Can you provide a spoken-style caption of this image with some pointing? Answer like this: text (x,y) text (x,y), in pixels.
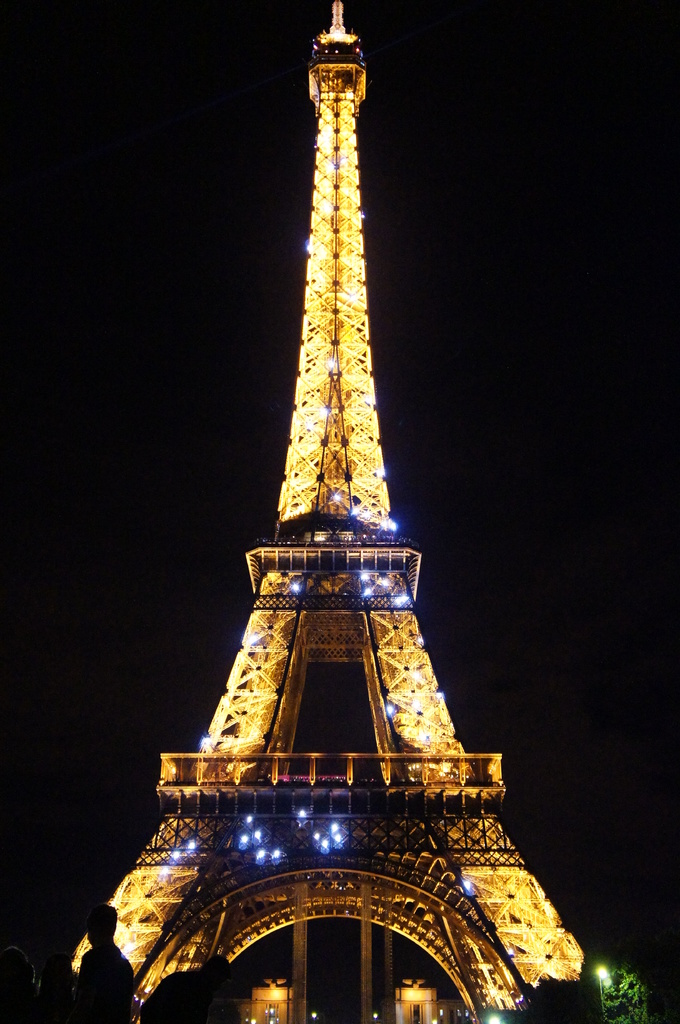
In this image, we can see a tower (290,592), there are some lights (471,884) on the tower (288,651), on the left side (57,990) we can see some people (54,978) standing.
